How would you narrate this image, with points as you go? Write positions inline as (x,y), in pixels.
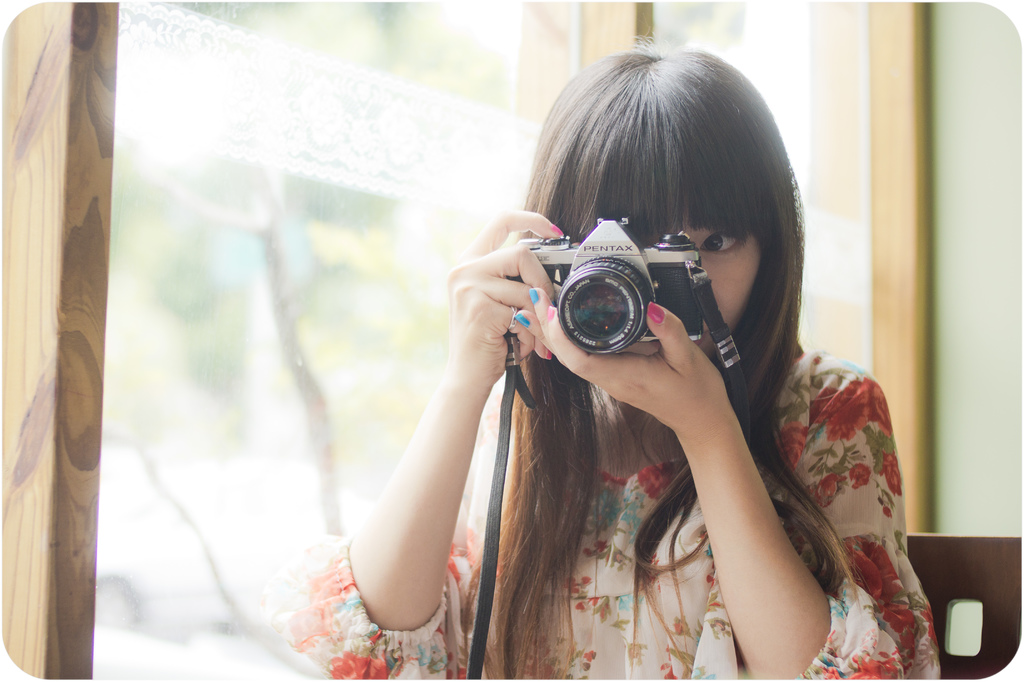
In this image I see a woman (917,637) who is holding a camera (553,239).
